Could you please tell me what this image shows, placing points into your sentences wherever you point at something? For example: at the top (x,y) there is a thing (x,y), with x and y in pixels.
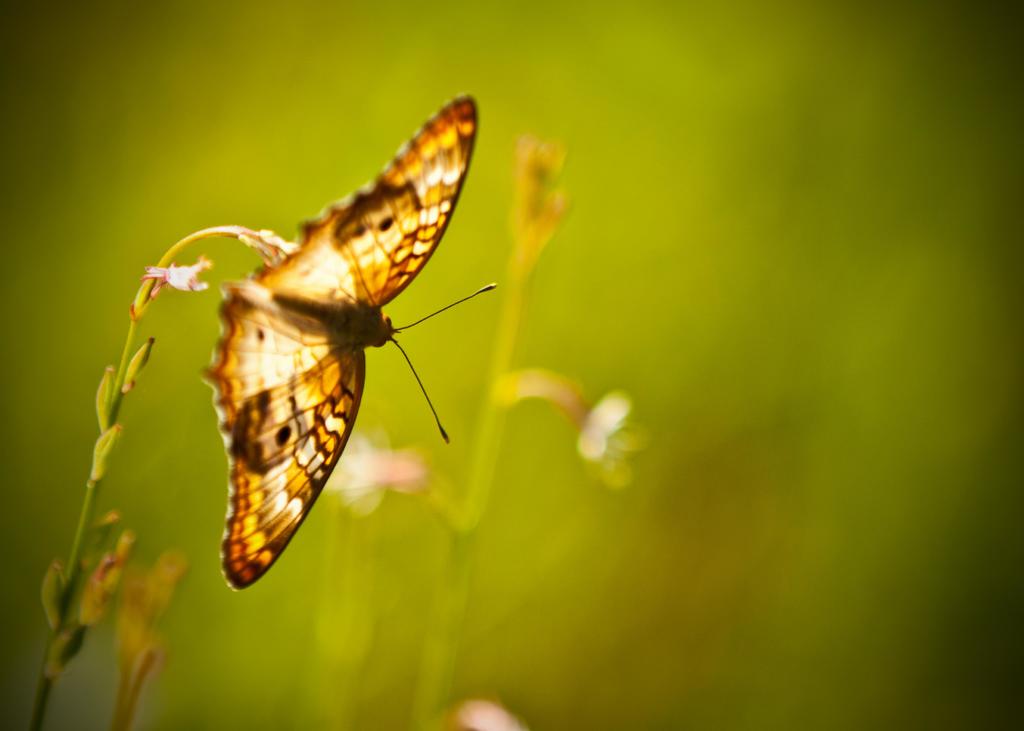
In this image we can see a butterfly (312,324), plants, and flowers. There is a green color background (676,309).
